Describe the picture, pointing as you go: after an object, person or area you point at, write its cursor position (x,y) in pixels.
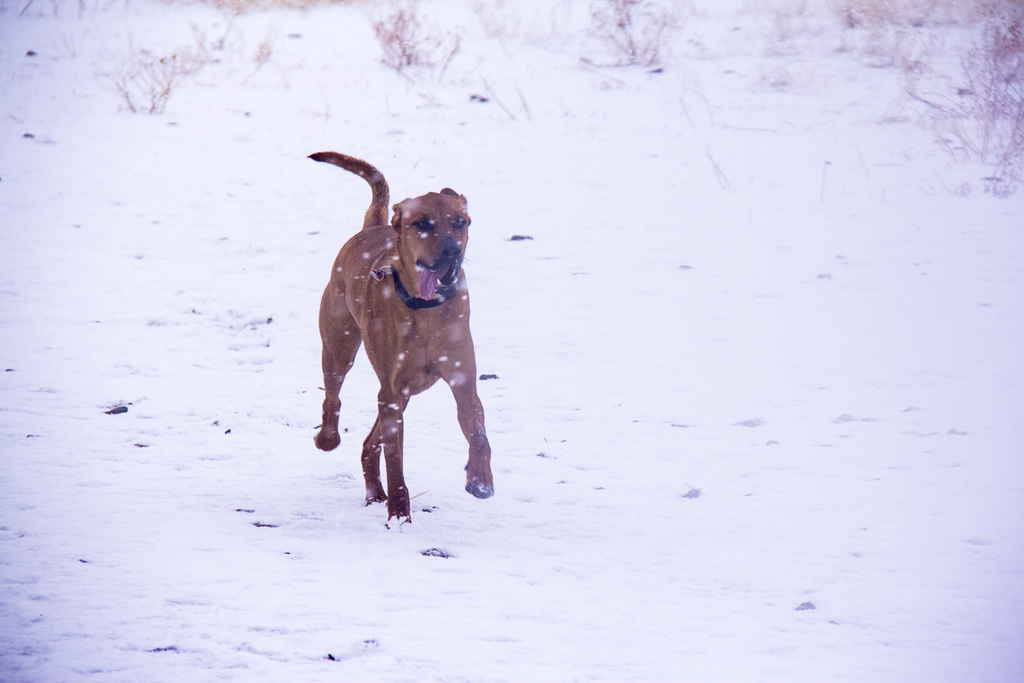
This is the picture of a dog (375,322) which is on the snow floor (351,475) and behind there are some plants (655,35).
